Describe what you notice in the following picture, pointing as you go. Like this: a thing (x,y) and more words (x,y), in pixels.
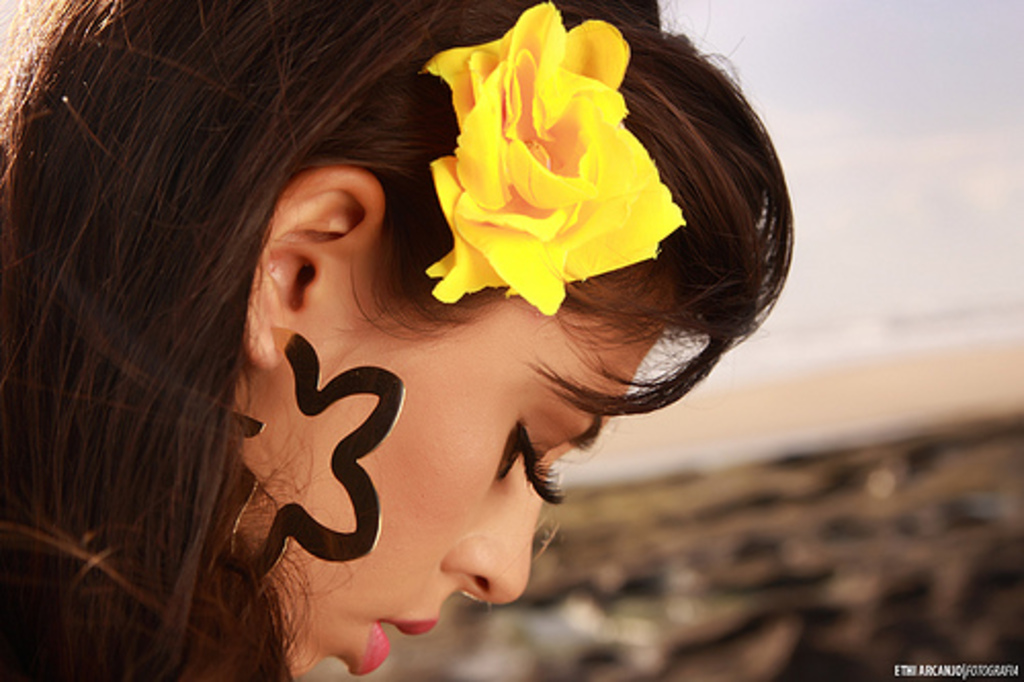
In this picture there is a girl (183,174) with close view in the image wearing a yellow color flower (519,233) in the hair (449,116). Behind there is a blur background (890,383).
